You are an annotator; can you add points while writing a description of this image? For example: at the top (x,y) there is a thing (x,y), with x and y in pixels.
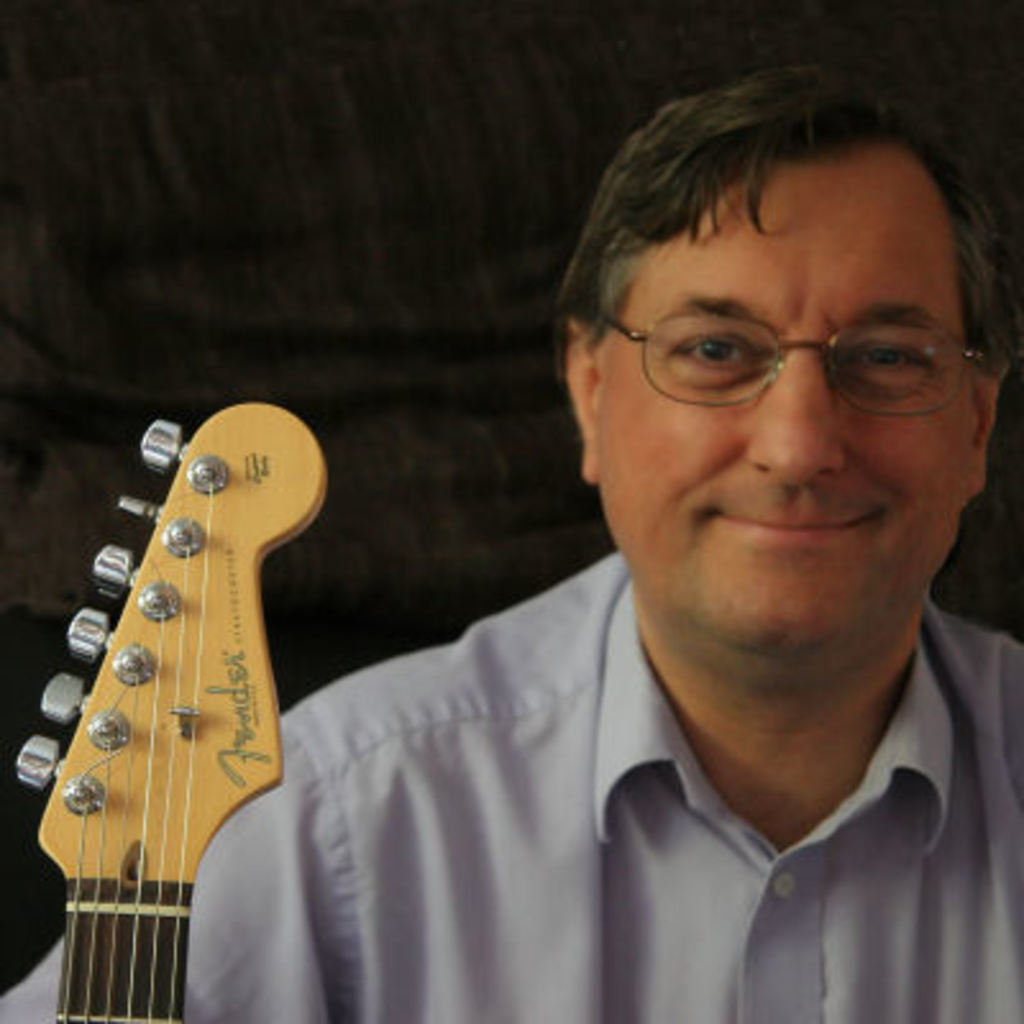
The man (618,325) wearing a light blue shirt (613,821) with a smiling face (805,524). There is a guitar (221,611) in front of him.
